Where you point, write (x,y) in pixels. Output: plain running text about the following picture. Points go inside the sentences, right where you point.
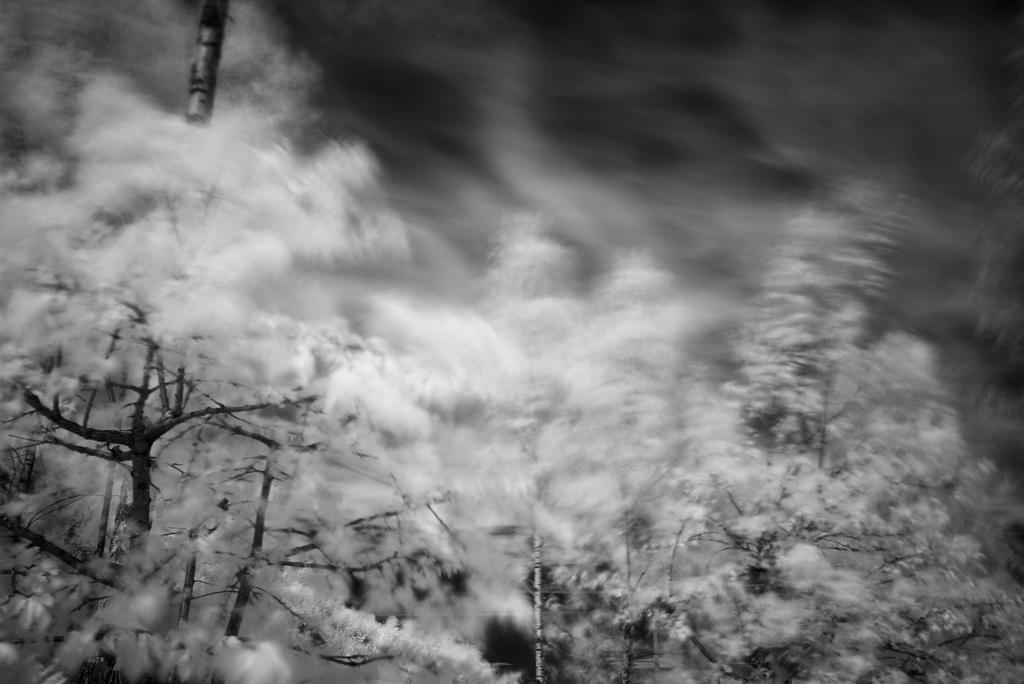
In this image we can see plants (336,403) and leaves (422,374) on them.
